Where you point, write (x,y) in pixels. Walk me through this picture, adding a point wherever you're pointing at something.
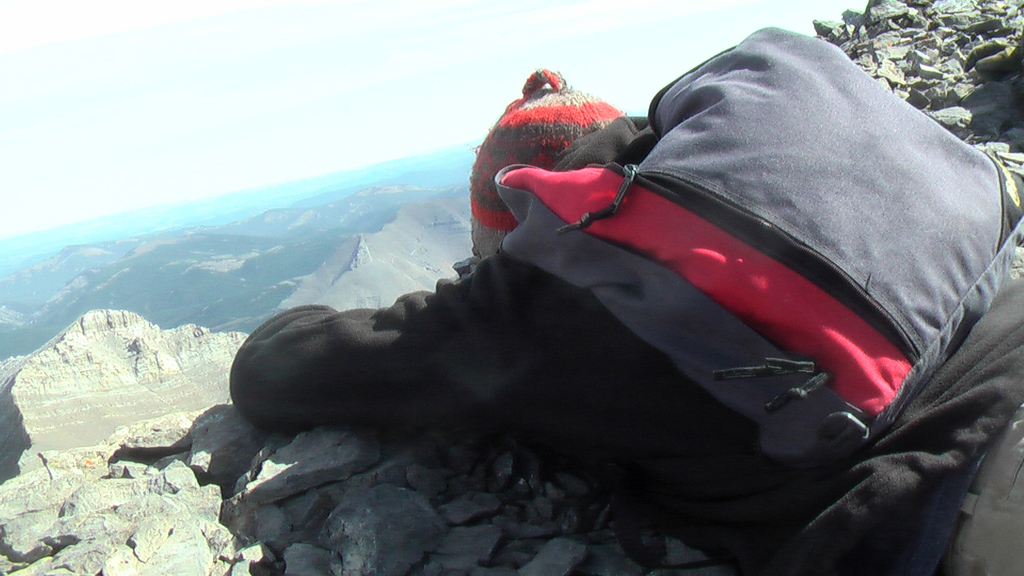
This is the view from the top of a mountain (178,442). A Person (480,351) is lying on the floor (532,479). he is having a backpack (773,186). He is wearing a cap (533,125) and wearing a jacket (430,346). There are some pebbles (252,525) on the floor (304,523). This is the sky (243,90). There are trees (290,255) visible far away.
